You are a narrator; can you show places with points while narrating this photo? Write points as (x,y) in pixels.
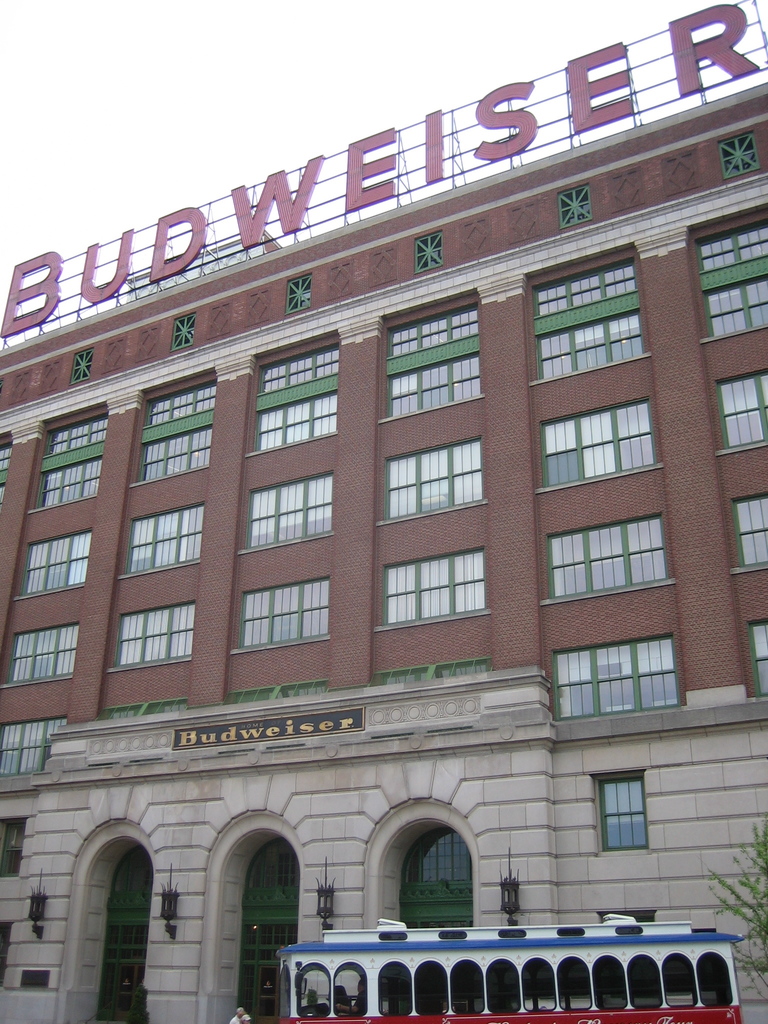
In the center of the image (408,542) there is a building (298,580). At the bottom (433,999) there is a bus (446,1006) and a tree (741,885). We can see people (236,1020). At the top (125,112) there is sky (125,112).
